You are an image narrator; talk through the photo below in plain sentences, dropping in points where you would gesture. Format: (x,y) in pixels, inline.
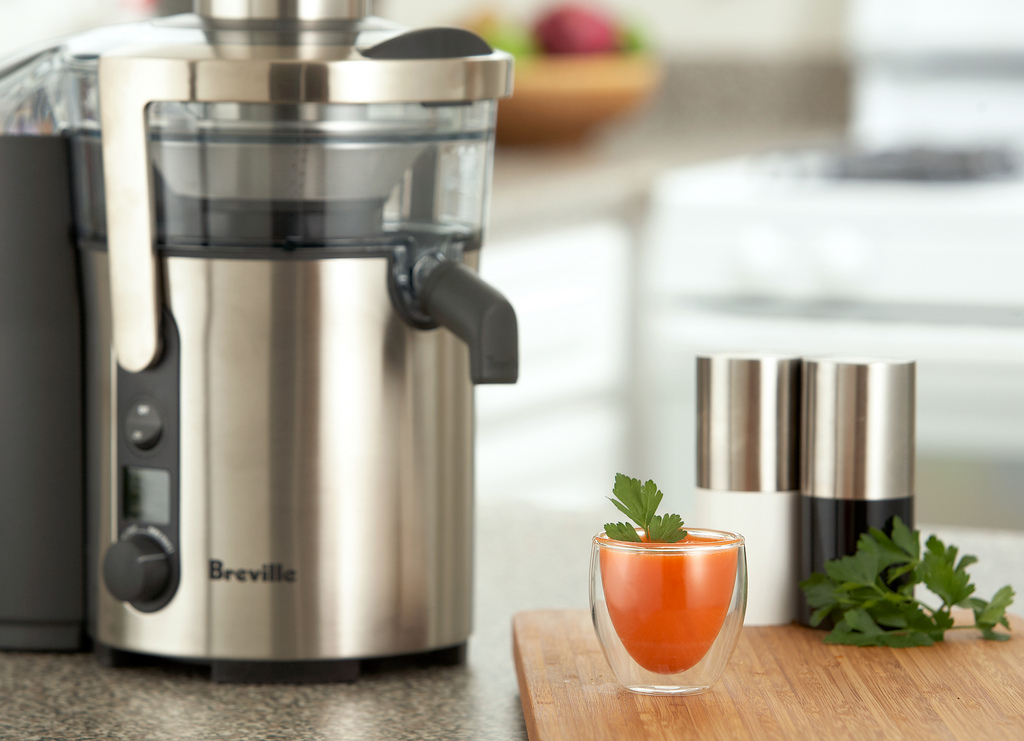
In this image we can see an object (267,566) which looks like a juicer (229,373) and there is some text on it and to the side, we can see a cup (710,648) with drink (678,569) and there is a wooden plank (1005,670) and leaves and we can see some other objects (856,467). In the background (740,180) the image is blurred.
